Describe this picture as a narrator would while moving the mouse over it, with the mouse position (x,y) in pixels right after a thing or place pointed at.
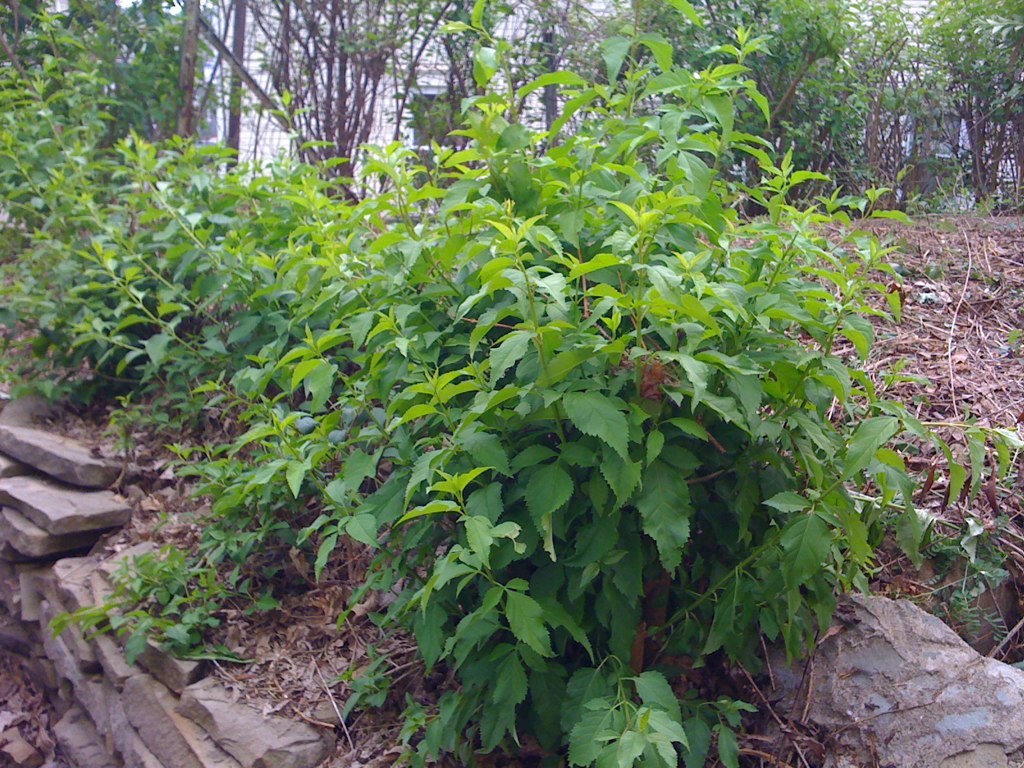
There are plants (398,482) on the ground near stone's wall (107,732). In the background (968,148), there are trees (851,93) and there is a white color building (336,62).
